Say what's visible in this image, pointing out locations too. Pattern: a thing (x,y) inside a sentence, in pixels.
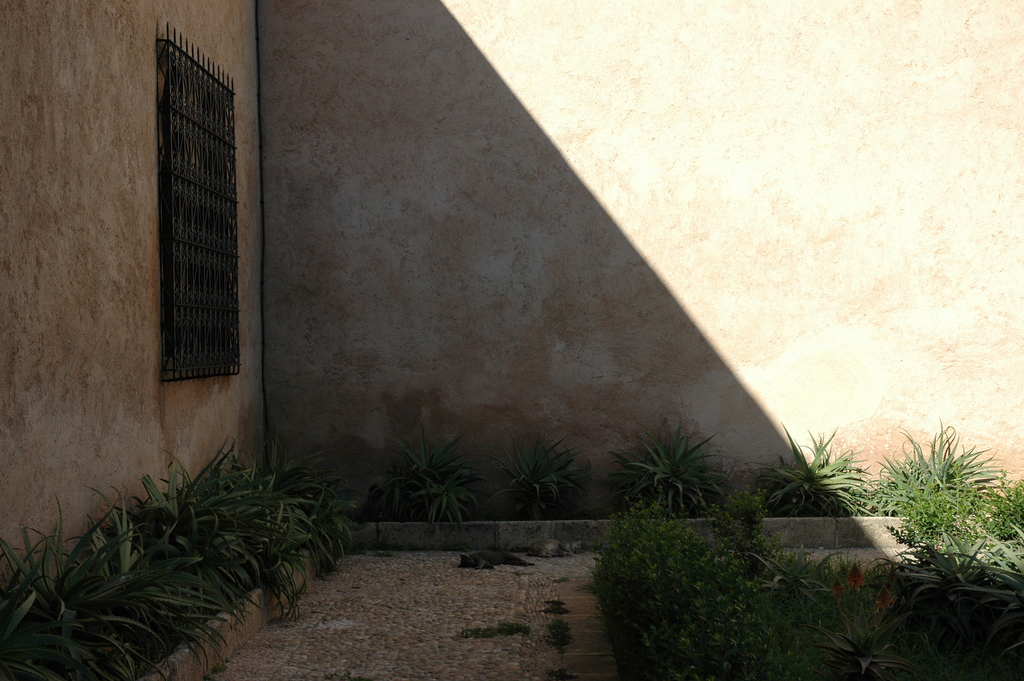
In this image we can see the walls (489,382) of the house (628,273). There are many plants (945,492) in the image. There is a walkway (421,629) in the image. We can see a window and metallic object (198,248) in the image.
